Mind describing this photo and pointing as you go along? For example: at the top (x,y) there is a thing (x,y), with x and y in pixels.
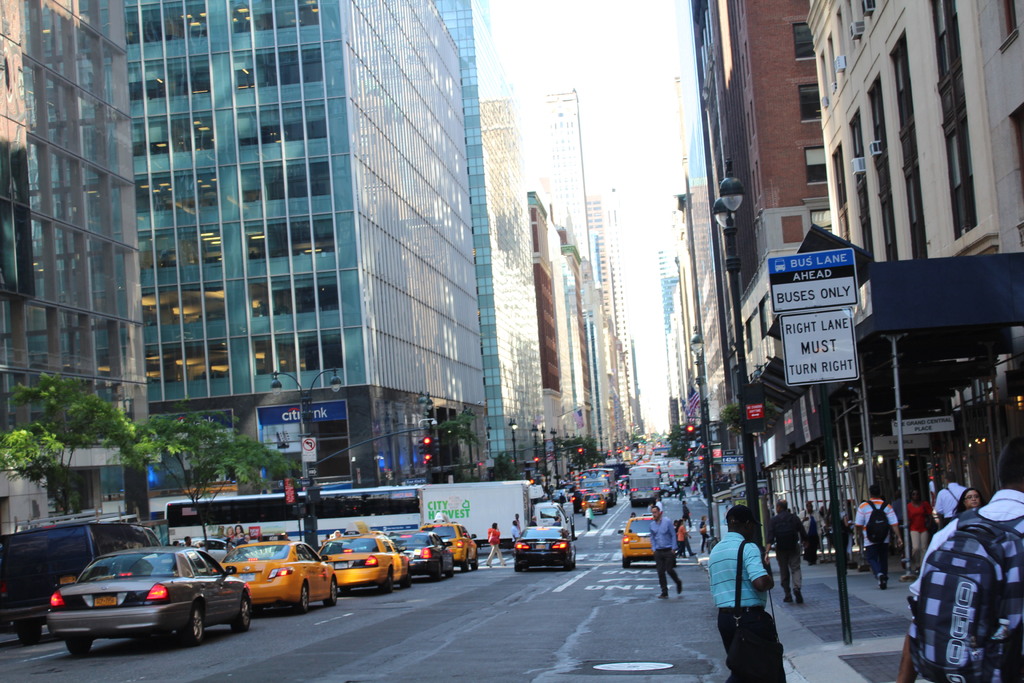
In this image I can see a road (607,574). On the road (596,544) there are group of people (748,540) walking and many vehicles (407,541). In the background (581,336) there are some boards (775,280), building (266,334) and the sky (529,139).
